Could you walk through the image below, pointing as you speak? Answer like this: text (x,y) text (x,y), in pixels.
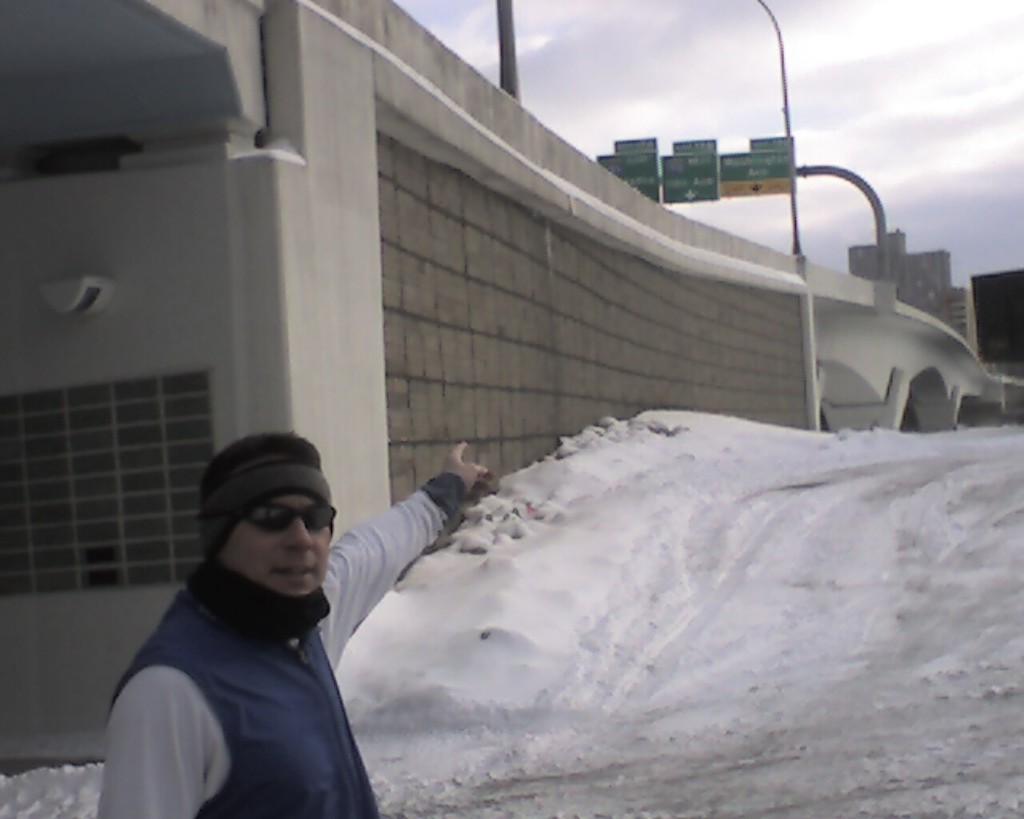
In this image I can see a person (283,616) wearing white colored dress (362,581) and blue jacket (269,685) is standing. In the background (629,265) I can see the bridge (390,356), few boards (761,190), some snow (619,572), few buildings (893,288) and the sky (856,81).
